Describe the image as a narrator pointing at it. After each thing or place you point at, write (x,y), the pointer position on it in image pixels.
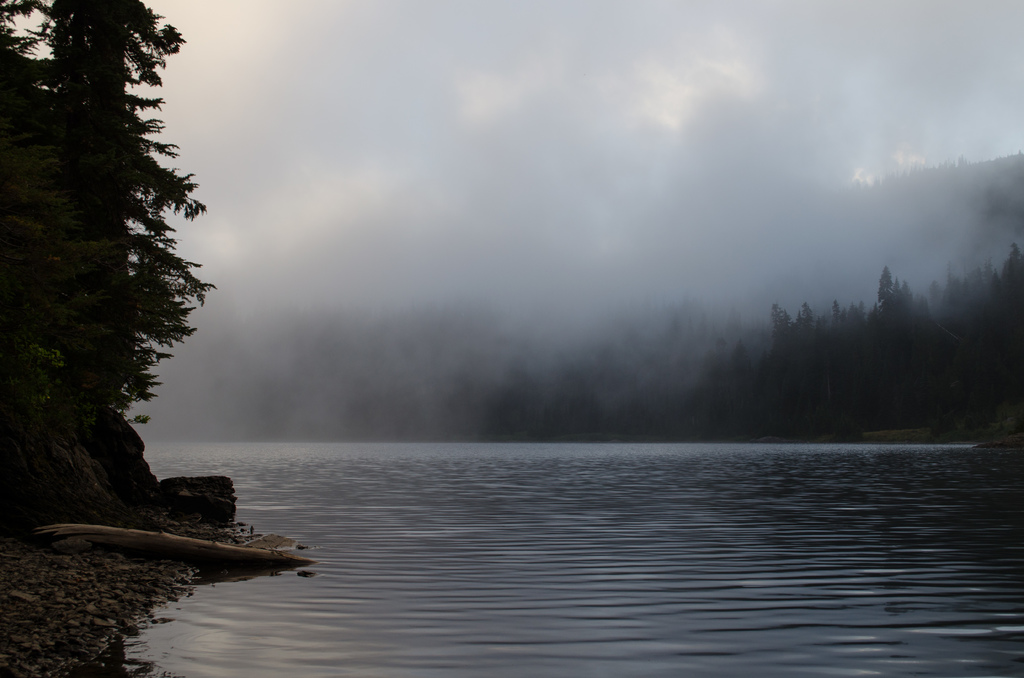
In this picture there is water (255,483) at the bottom side of the image (329,481) and there are trees (46,210) on the right (748,391) and left side of the image (48,184).
